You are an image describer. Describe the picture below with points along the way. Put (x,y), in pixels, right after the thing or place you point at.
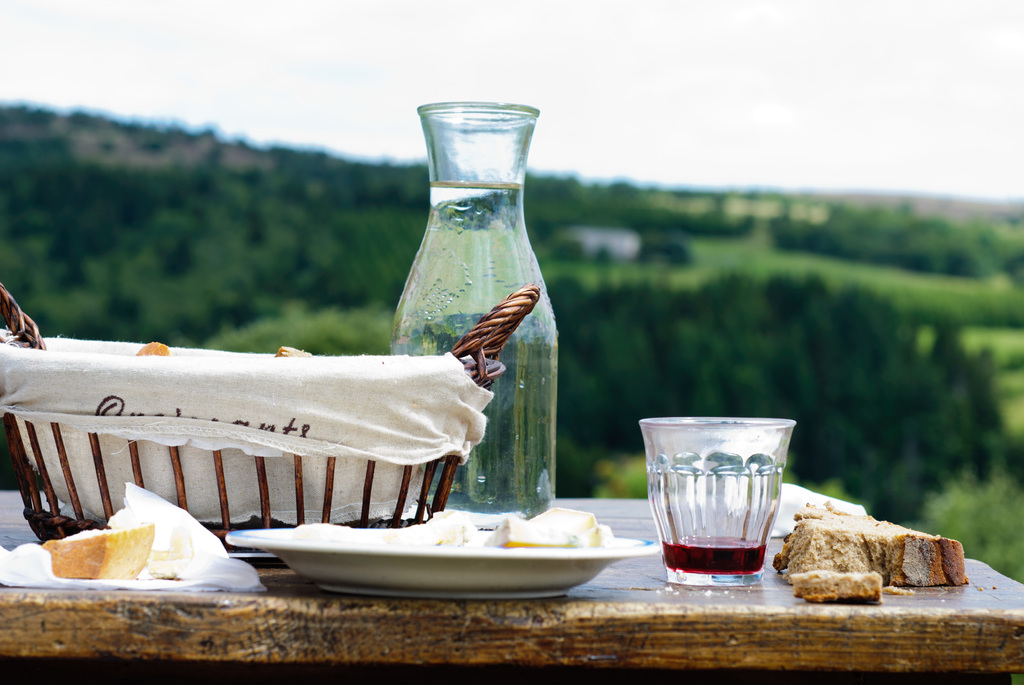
At the bottom of the image (417,614) there is a table (445,619). On the table (515,600) there are glasses (677,571), jug (530,461), plates (440,586), basket (182,475) and some bread (798,571). In the background (671,355) there are trees (241,245), hills (170,135) and sky (610,114).
